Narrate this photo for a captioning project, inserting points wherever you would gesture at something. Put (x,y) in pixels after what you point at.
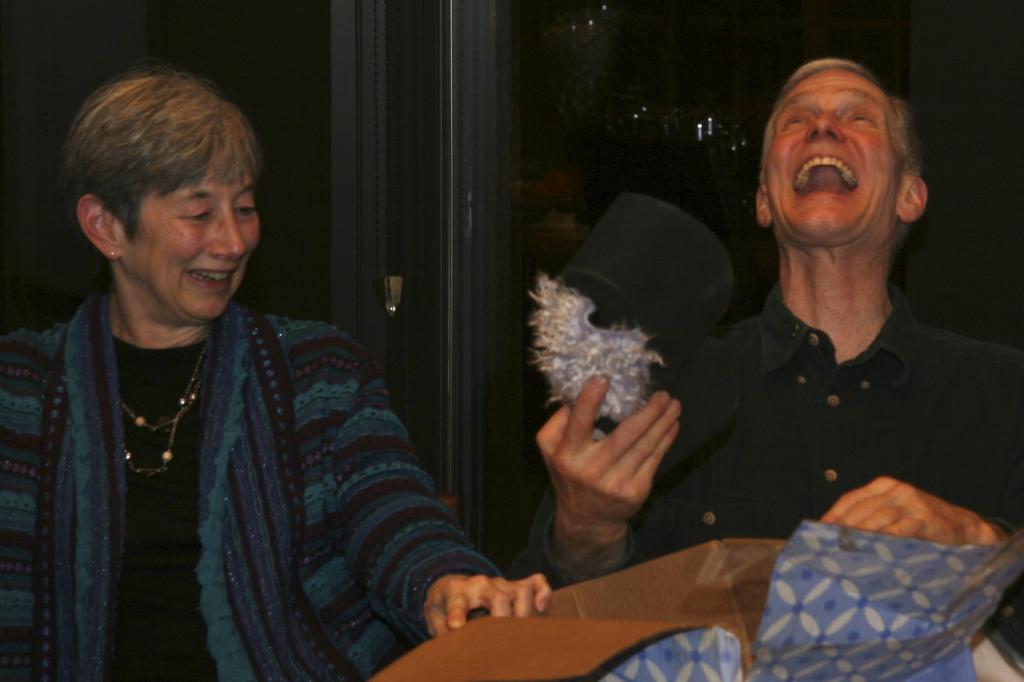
In this picture we can see a man (831,177) and woman (396,413), he is holding an object (698,268) and he is laughing, we can see dark background (756,283).
